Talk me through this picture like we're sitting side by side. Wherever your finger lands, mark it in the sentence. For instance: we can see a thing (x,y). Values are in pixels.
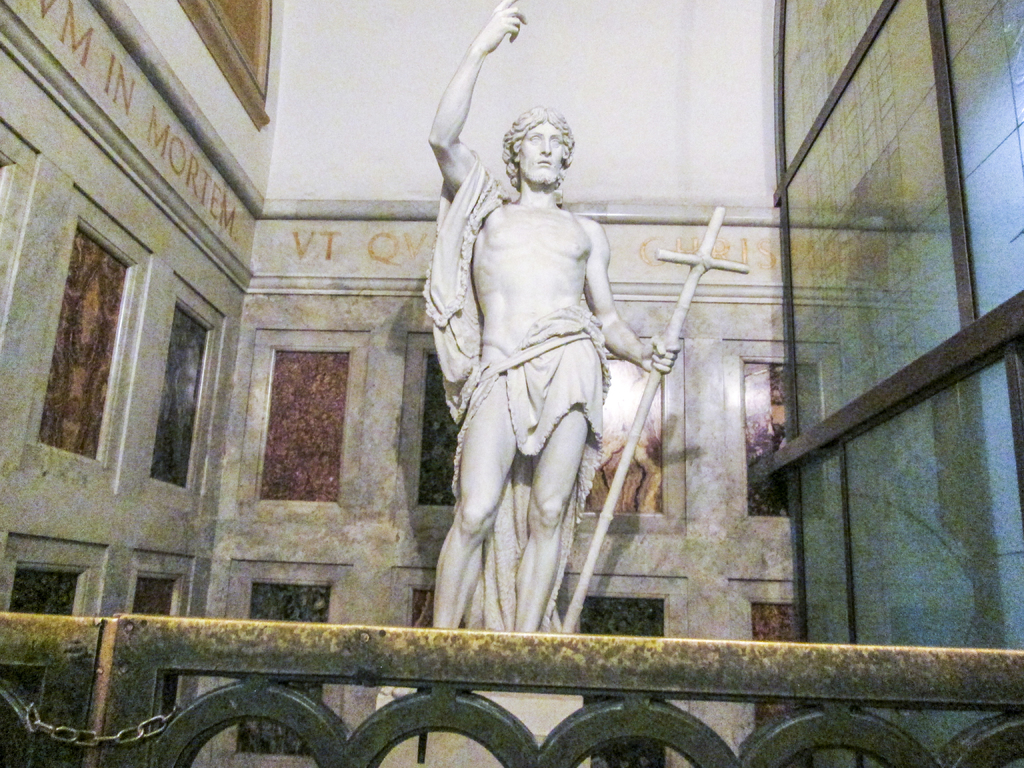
In this image there is a statue (543,442) of a person (543,434) holding an object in his hand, in front of him there is like a gate (310,723) and in the background (673,98) there is a wall (276,316), there is a frame (217,37) hanging on the wall (182,54) and there is some text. On the right side of the image (877,239) there is a glass wall (901,412).
